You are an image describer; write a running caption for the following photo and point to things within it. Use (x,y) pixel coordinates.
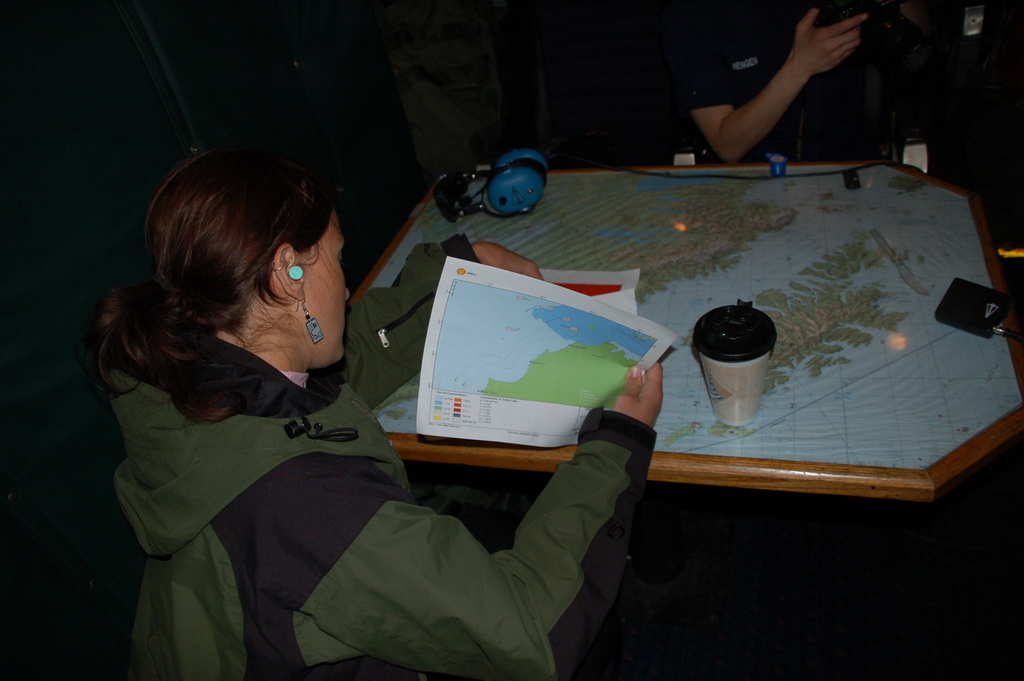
In this picture we can see woman (225,470) sitting and holding papers (460,331) in her hands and in front of her on table (732,447) we can see glass (737,330), map (733,221) and in background (734,18) we can see other person (706,52) and it is dark.
